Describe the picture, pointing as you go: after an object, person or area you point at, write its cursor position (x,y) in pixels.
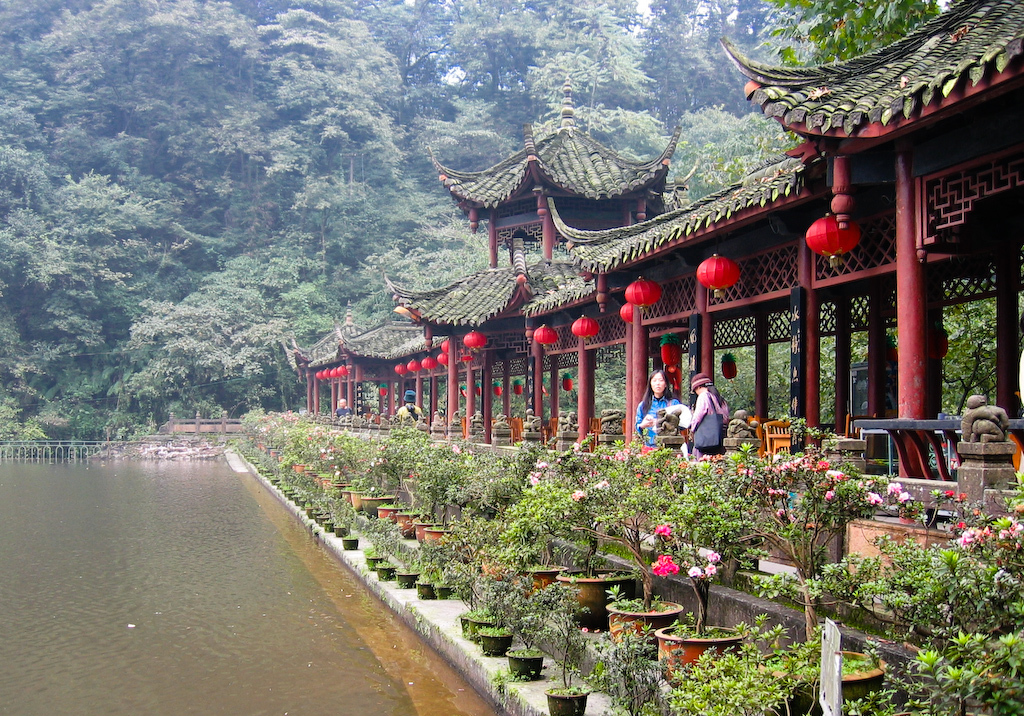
This image consists of two persons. At the bottom (161,642), there is water (157,648). In the middle (625,477), we can see many potted plants (656,712). In the background (5,308), there are trees (494,155). On the right (830,237), there are lamps (858,234) hanged. And it looks like a restaurant (539,306).
